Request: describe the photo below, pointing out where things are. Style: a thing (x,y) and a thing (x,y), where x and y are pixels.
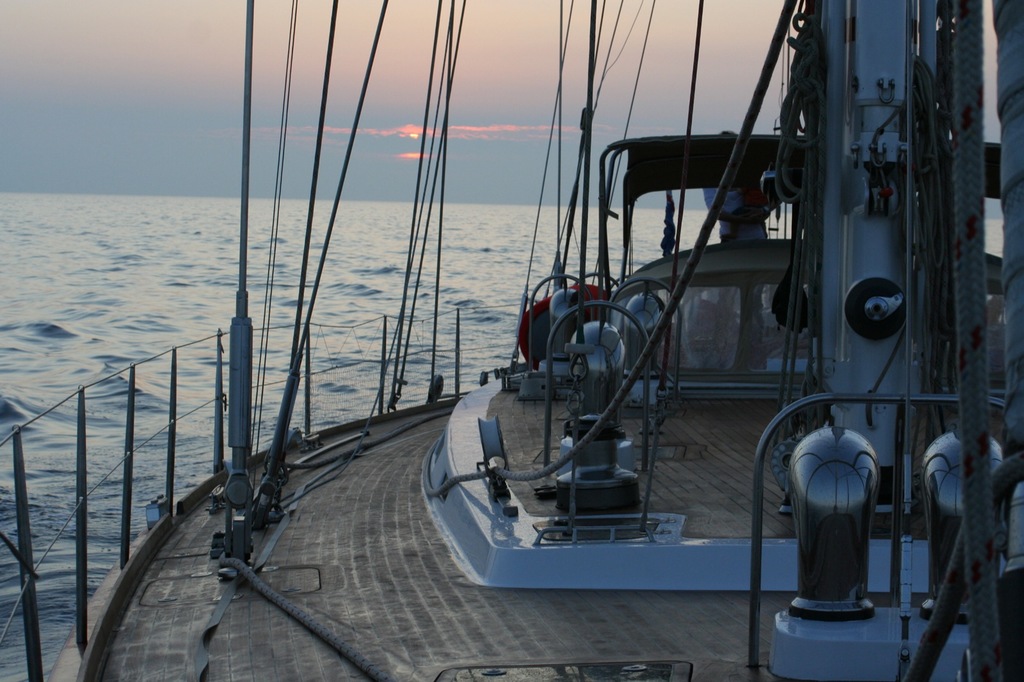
In this image we can see some poles (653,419), fence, ropes (978,492) and some devices (593,476) on it. We can also see a large water body (347,277) and the sky (366,187) which looks cloudy.
